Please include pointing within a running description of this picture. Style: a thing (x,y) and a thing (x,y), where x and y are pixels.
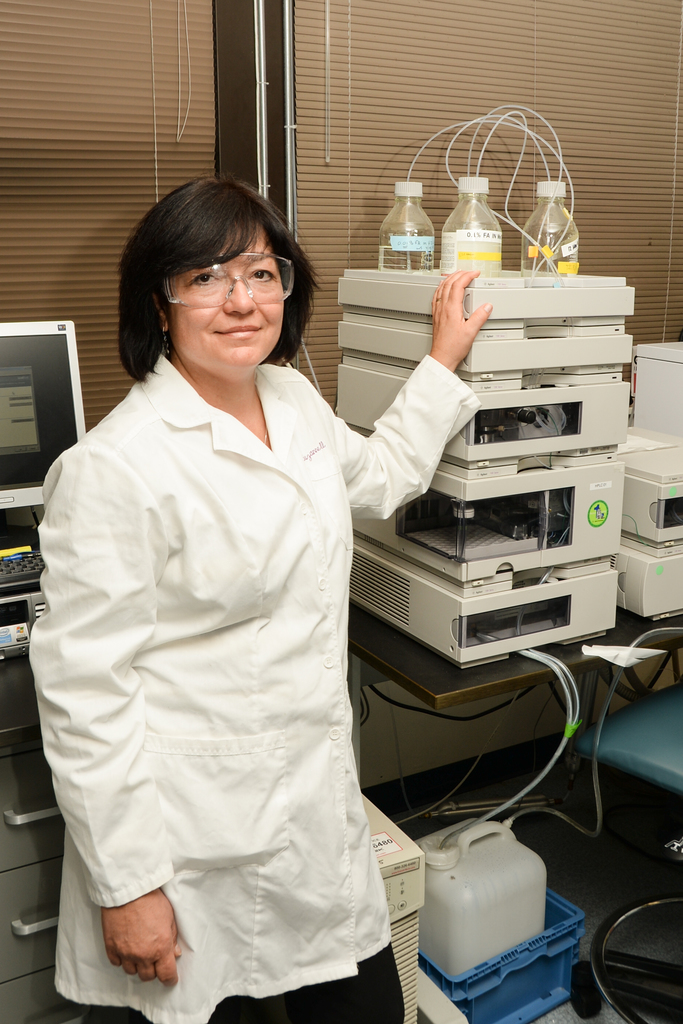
In this picture there is a lady (236,235) at the left side of the image (208,240) resting her hands (458,285) on machine (381,405), it seems to be a laboratory (60,348) of the hospital.
